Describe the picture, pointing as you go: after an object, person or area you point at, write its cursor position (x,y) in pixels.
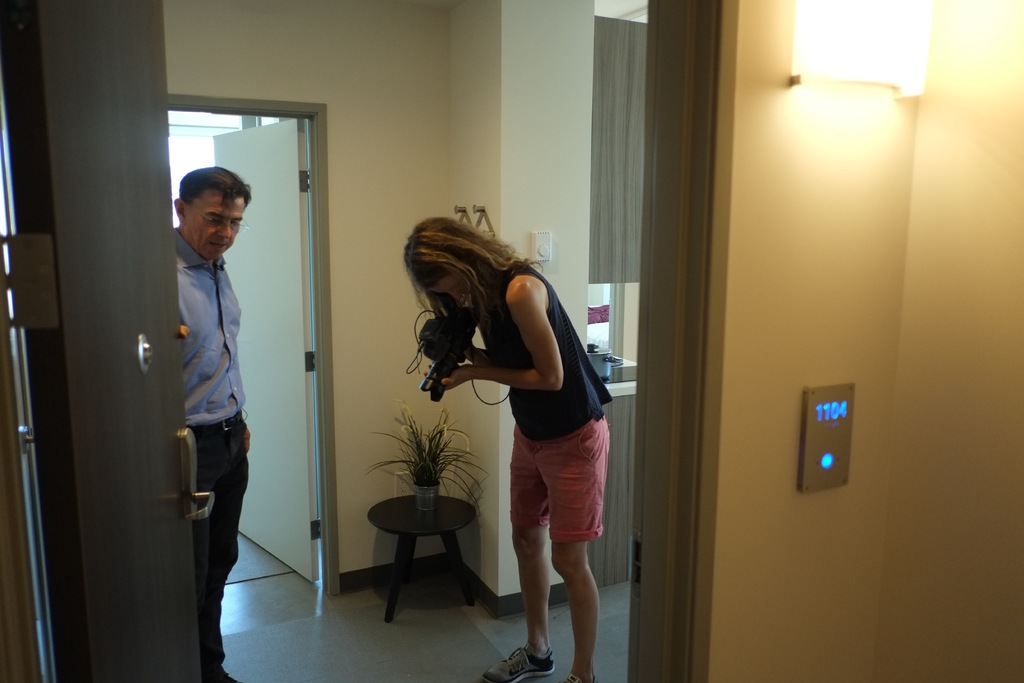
In this image I can see a man (192,174) and a woman (525,676). I can also see she is holding a camera (460,319) in her hand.
